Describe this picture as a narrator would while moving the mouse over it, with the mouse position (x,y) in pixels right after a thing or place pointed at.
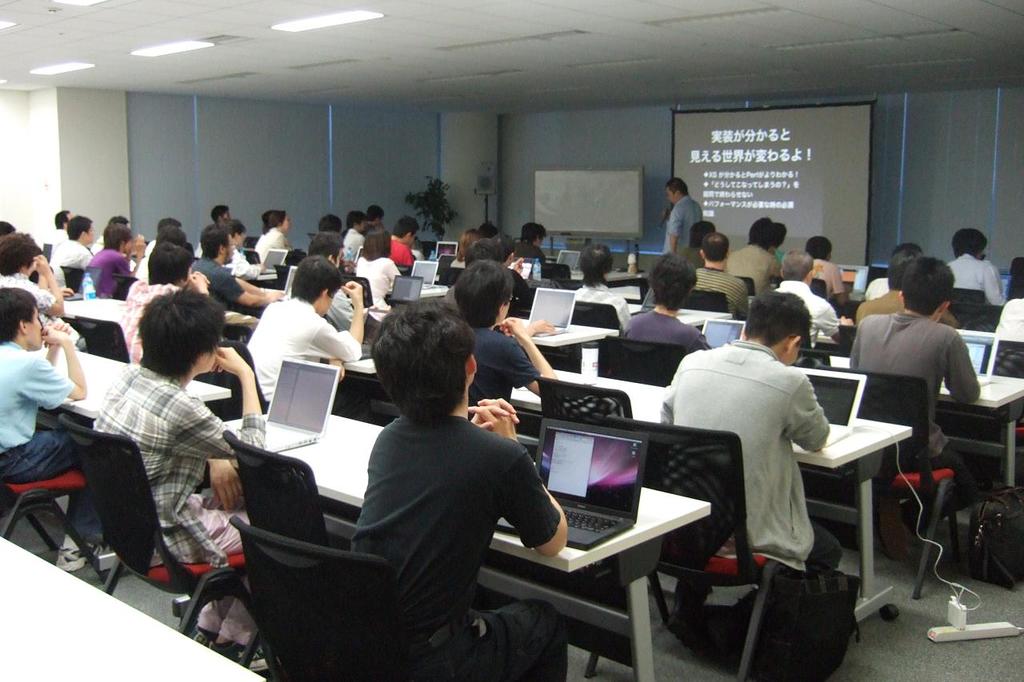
In this image I can see there are few benches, in front of benches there are chairs (84,433), on which I can see persons (796,296) sitting, on top of bench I can see laptops (575,256) and there is a cable wire (960,585) attached to the charger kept on switch board (944,630) visible on the right side (951,603), at the top (446,9) there is the roof (267,25), on which I can see lights (320,25) and in the middle (664,231) there is the wall (385,164), plant (444,203), board (574,192), person (676,194), screen (798,111) on which I can see the text (753,136).
